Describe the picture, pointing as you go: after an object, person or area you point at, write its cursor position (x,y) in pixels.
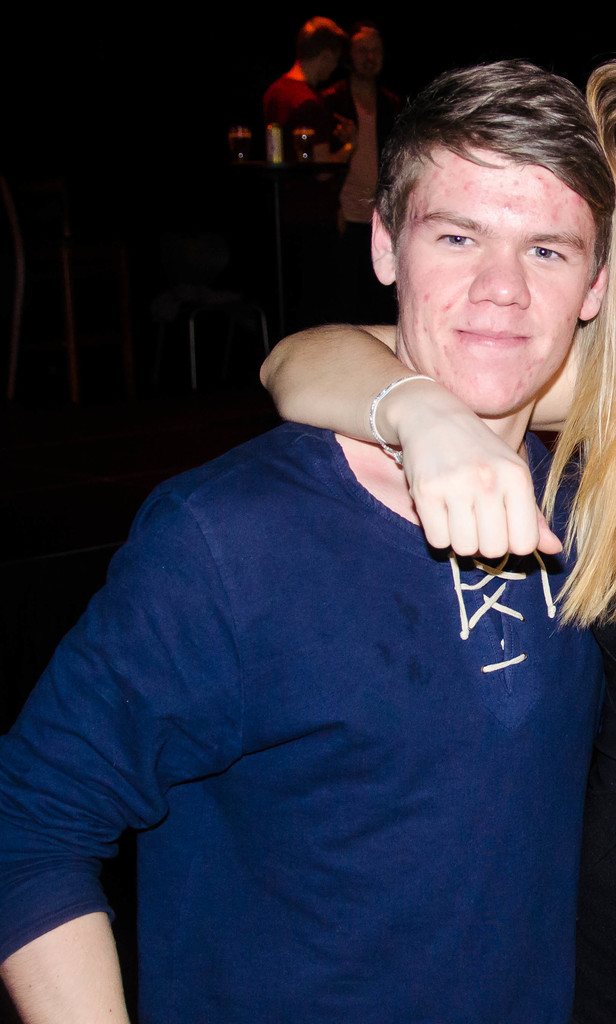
In this image we can see persons (319,569) standing on the floor (250,414). In the background (305,143) we can see glass tumblers (236,132) on the side table (277,167) and chairs (166,301).
